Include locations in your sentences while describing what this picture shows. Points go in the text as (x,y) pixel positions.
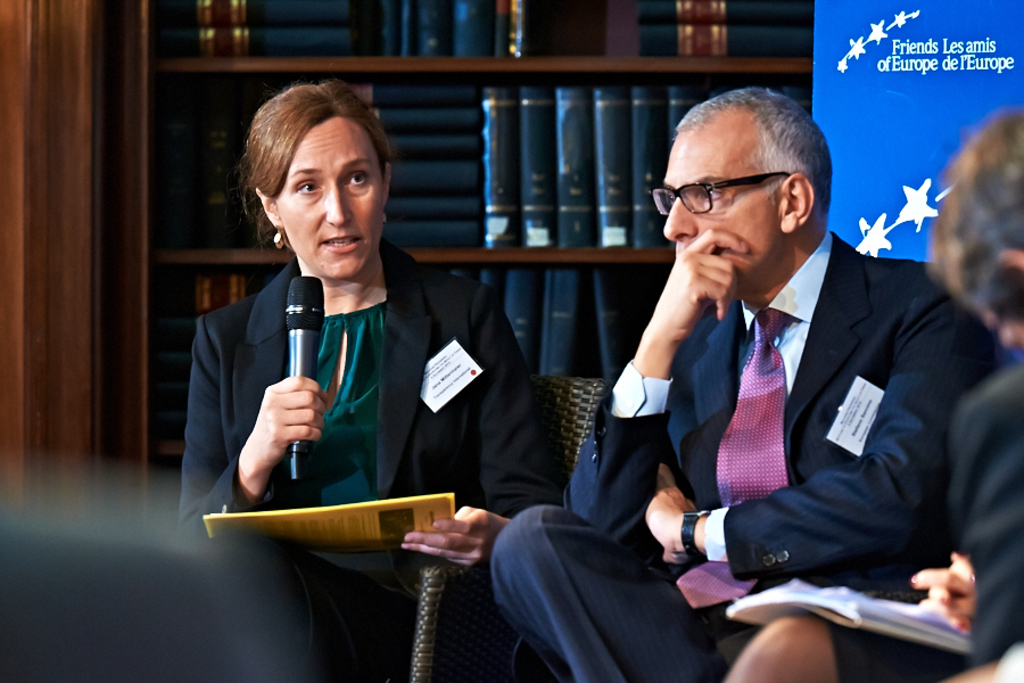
In this picture there is a woman (513,411) who is wearing blazer (408,395) and green dress (364,448). She is holding a file (346,519) and mic (321,319). She is sitting on the chair (460,572). Beside her there is a man (712,203) who is wearing spectacle (695,202), watch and trousers (633,651). On the right (811,642) I can see another woman (963,619) who is holding the book (839,605) and papers (842,598). In the back (484,189) I can see many black color books (596,197) which are kept on the wooden shelves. In the top right corner (928,47) it might be a projector screen (868,107) or banner (929,63).
